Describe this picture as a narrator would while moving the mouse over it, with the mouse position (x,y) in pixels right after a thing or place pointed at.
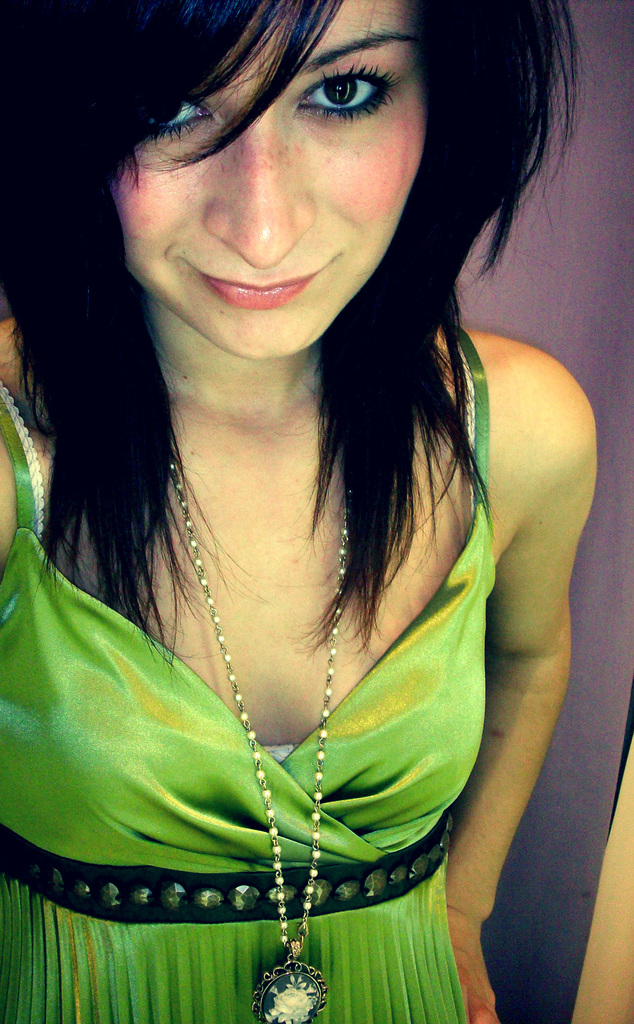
In the image I can see a woman (349,532) is standing and smiling. The woman (307,597) is wearing a necklace (269,804) and green color dress (248,805).
